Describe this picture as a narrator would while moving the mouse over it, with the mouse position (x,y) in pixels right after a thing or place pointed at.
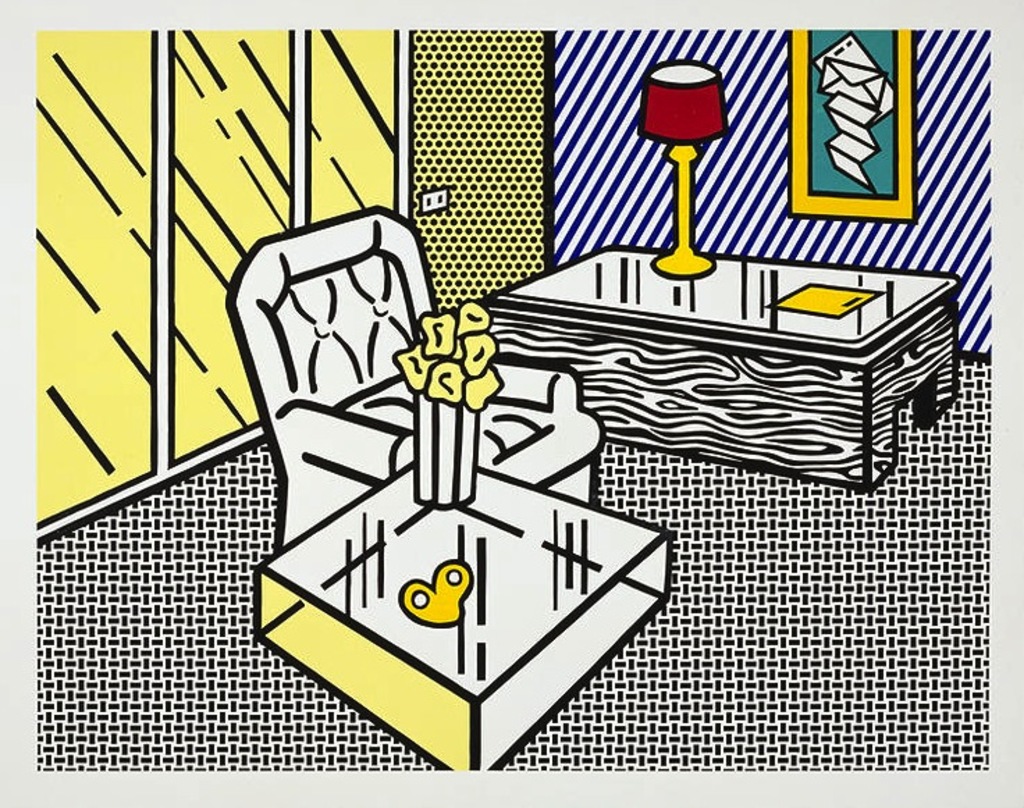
It is an animated image, there is a table (680,283) and on the table (691,339) there is a lamp (676,240) and some object (780,300). Beside that there is a sofa (411,436), beside the sofa (411,436) there is another table (470,532) and on that table (368,539) there are two objects (434,469), there is a frame (795,51) attached to a surface (937,123) in the background (806,76).
